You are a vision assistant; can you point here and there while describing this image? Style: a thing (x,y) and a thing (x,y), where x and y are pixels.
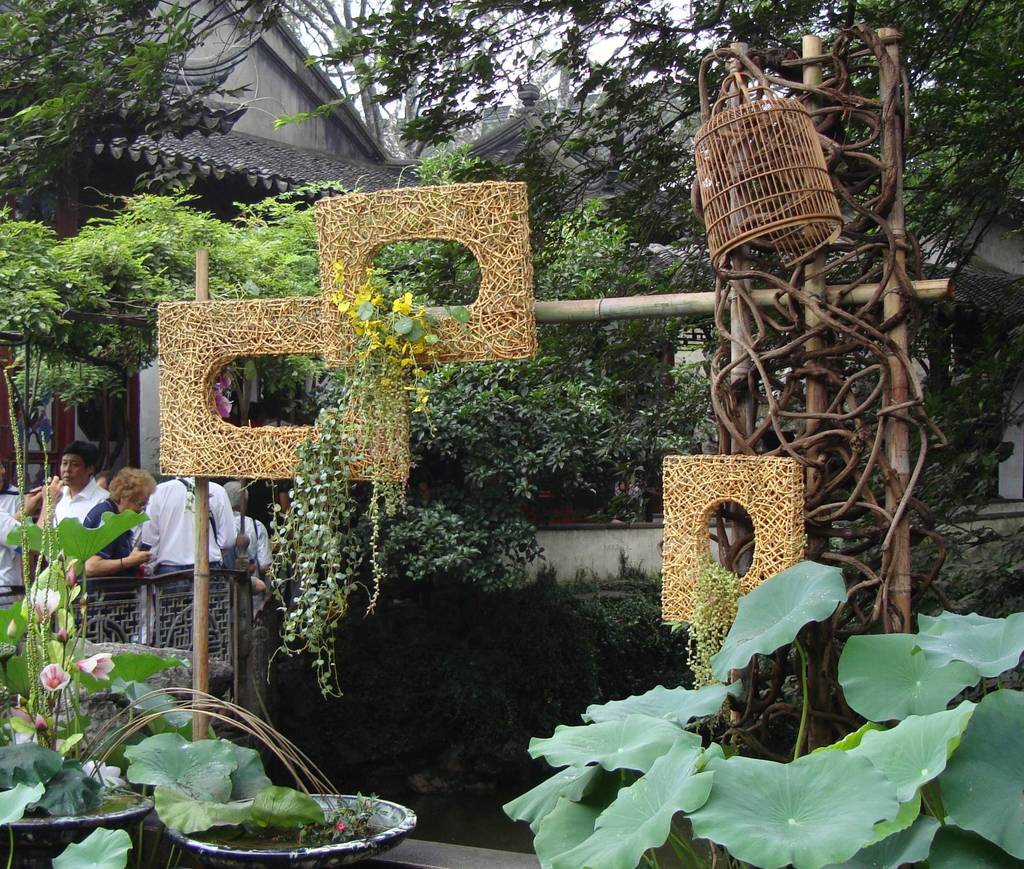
In this picture I can see few plants (22,525) in front (977,622) and in the middle of this picture (607,306) I can see the poles (735,369) on which there are 4 brown color things (494,254) and I can see flowers (36,606). In the background (186,513) I can see few people (127,482) on the left (189,493) and I see number of trees (409,256). I can also see a building (589,162).
